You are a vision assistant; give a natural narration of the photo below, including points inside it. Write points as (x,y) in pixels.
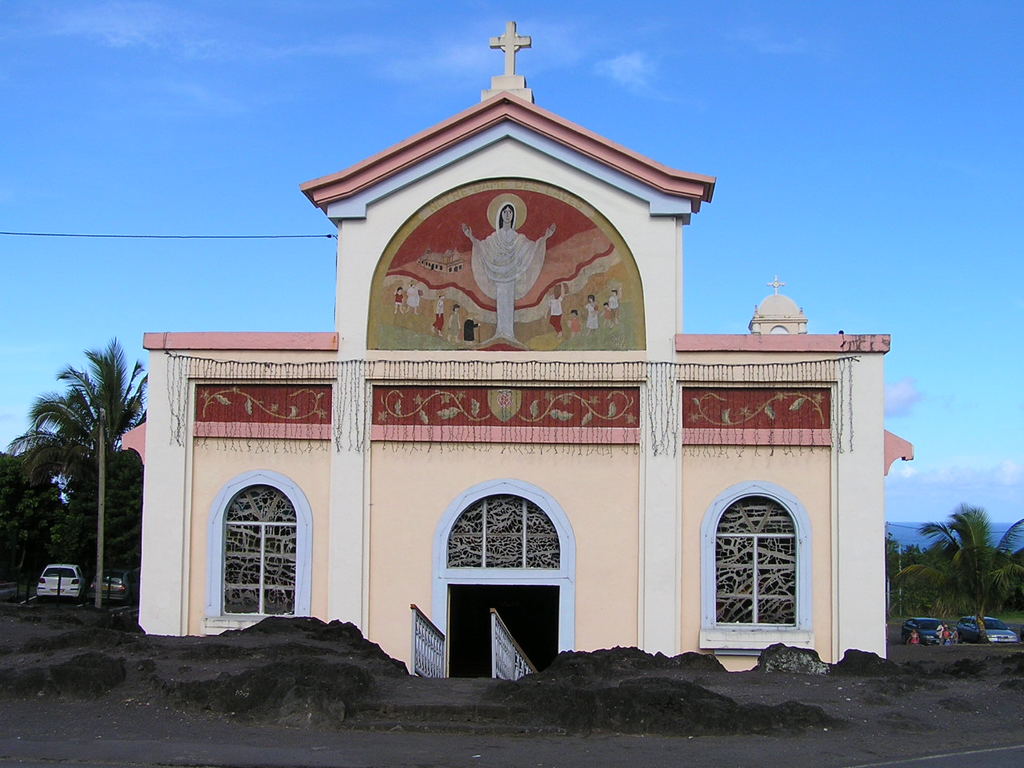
At the bottom (437,690) we can see ground (385,743) and we can see fences (505,667), buildings (371,621), paintings (491,318) on the wall (540,224). In the background (54,450) there are trees (42,438), vehicles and few persons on the ground (998,724) and we can see clouds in the sky (821,139).
